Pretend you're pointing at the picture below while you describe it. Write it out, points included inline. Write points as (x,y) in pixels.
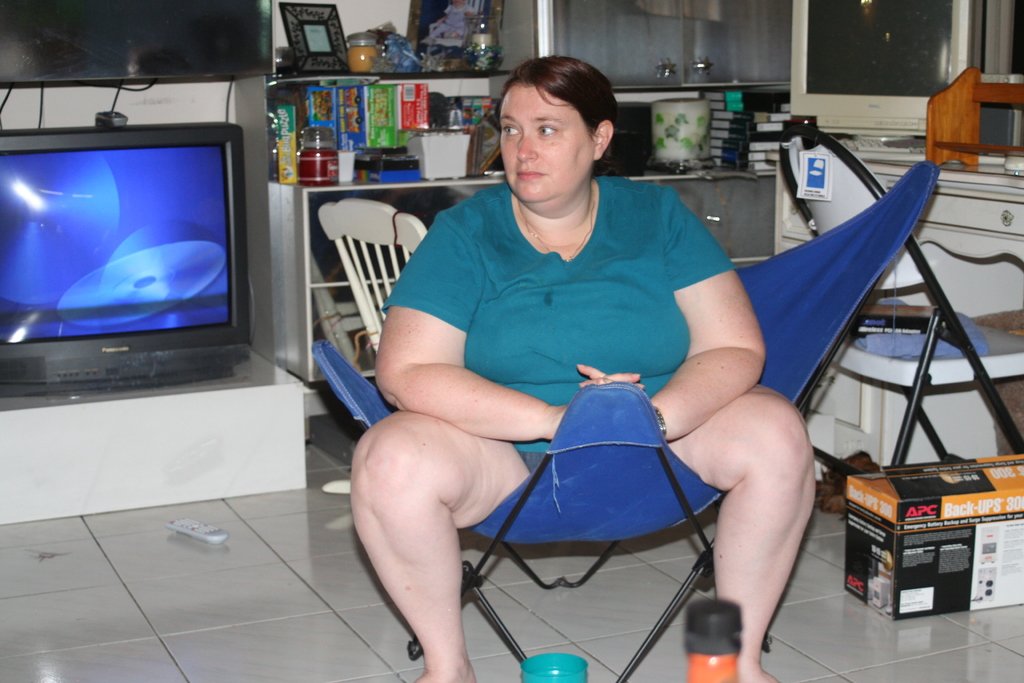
this picture is clicked inside the room (123,92). woman (530,227) in blue t-shirt (519,249) is sitting on blue chair (665,460). Behind her, we see shelves (335,199) in which many items (428,91) and photo frames (427,47) are placed. Beside that, we see television (154,293) and on the right top of the picture (1011,208), we see a white table (969,210) on which monitor (863,99) is placed.
